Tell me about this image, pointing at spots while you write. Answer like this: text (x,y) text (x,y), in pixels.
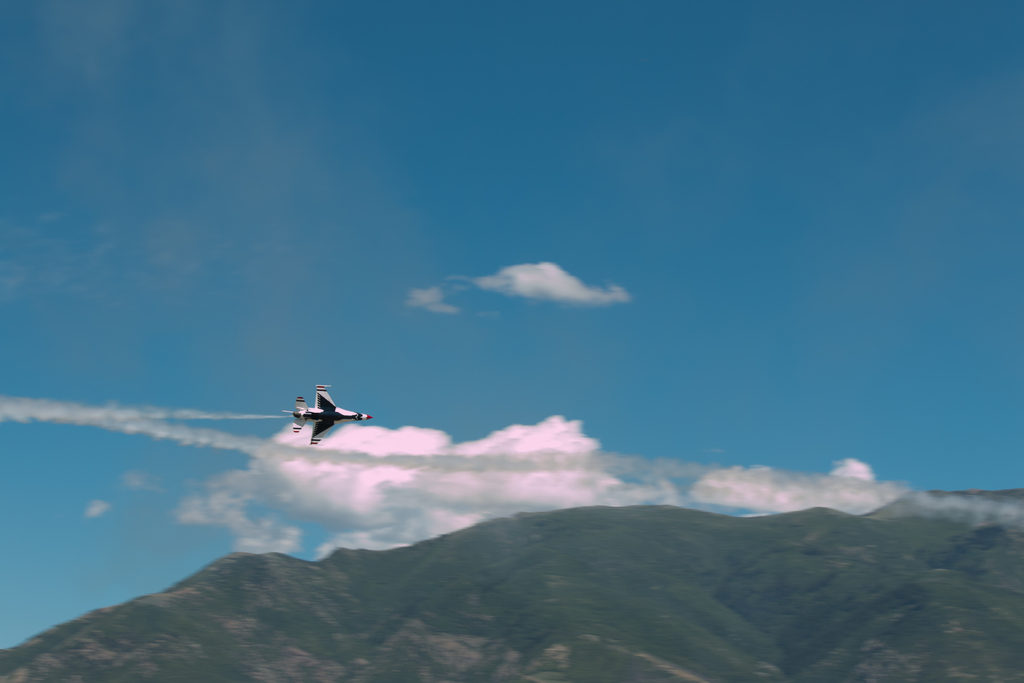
In the center of the image (348,413) we can see an aeroplane (323,418) flying in the sky (642,426). At the bottom (233,583) there are hills (654,576). In the background (598,300) there is sky (465,278).
